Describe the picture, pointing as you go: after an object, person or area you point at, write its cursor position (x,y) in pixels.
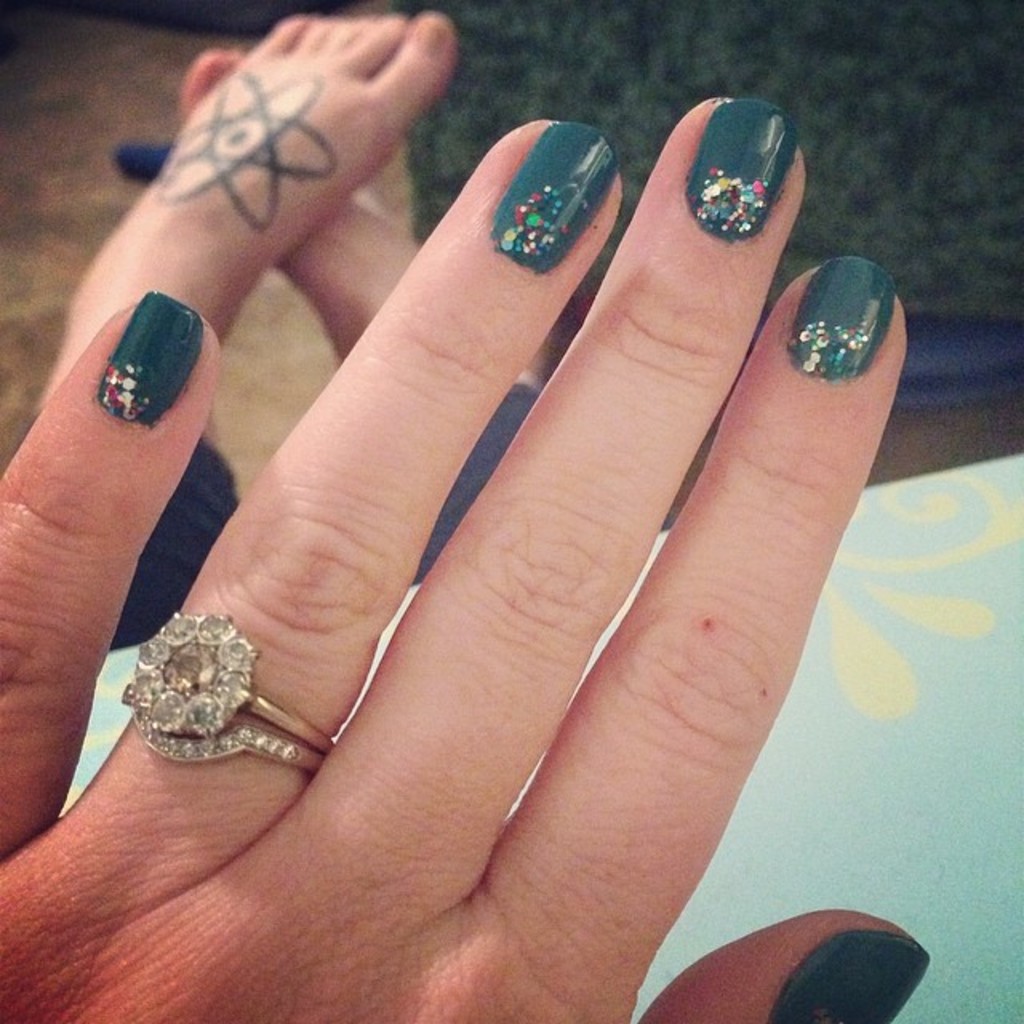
In this picture I can see a person (428,782) hands (302,689) and legs (213,263).
